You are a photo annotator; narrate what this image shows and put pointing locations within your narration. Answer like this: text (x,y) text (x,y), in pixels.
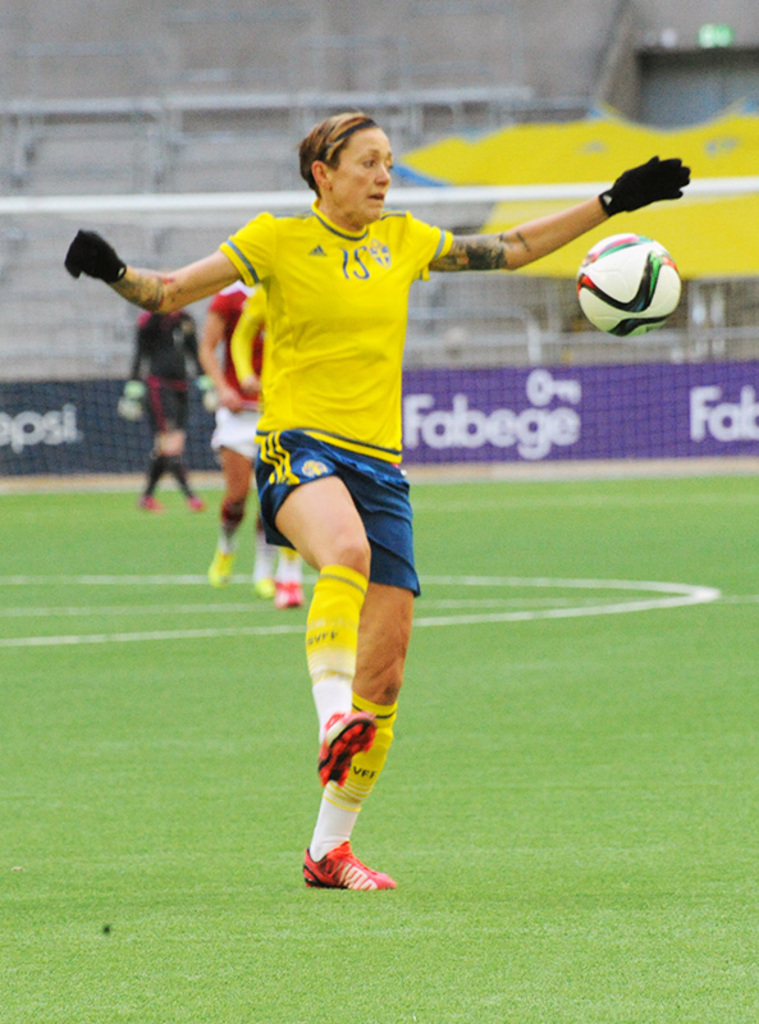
In this image there are players (337,532) playing football on a ground (506,595) in the background (46,450) there is fencing (730,357) and board (611,417), on that boards (46,423) there is some text (36,426) and it is blurred.
